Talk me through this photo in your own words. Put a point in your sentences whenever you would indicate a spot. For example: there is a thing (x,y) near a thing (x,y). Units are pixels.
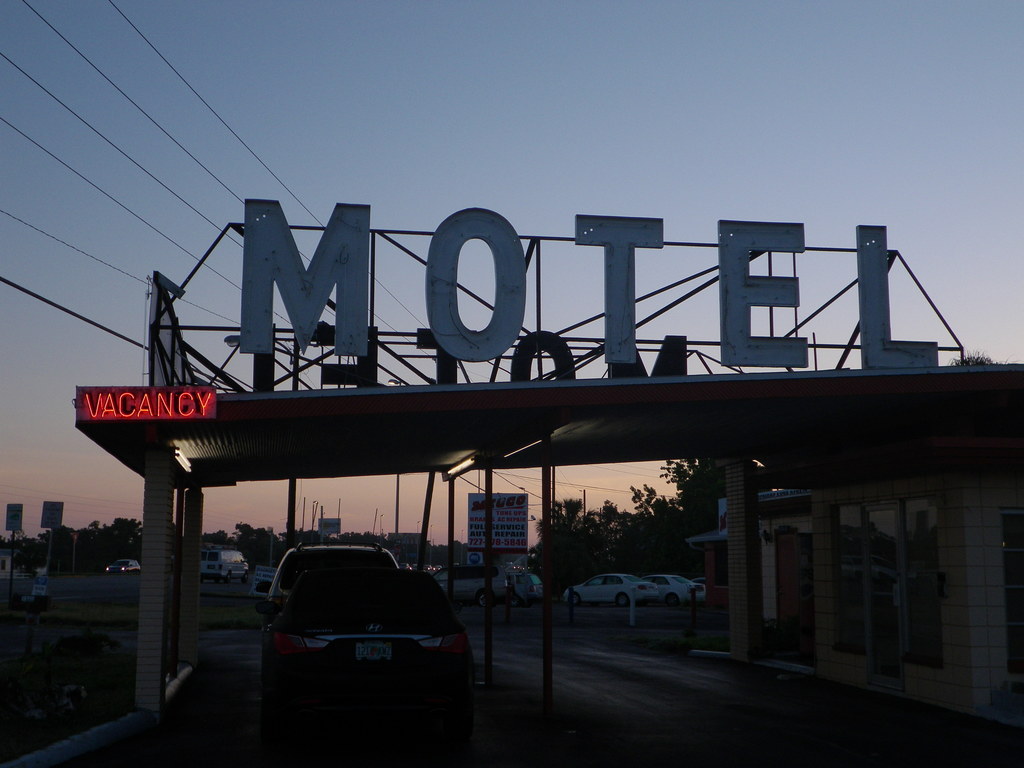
In this picture we can see the cars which is parked near to the building (909,492). At the top of the roof (899,409) we can see hotel's name (500,269), beside that we can see electric wires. In the background (708,516) we can see buildings (6,559), trees (44,546), poles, street lights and banners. At the top (605,73) there is a sky (581,72).
